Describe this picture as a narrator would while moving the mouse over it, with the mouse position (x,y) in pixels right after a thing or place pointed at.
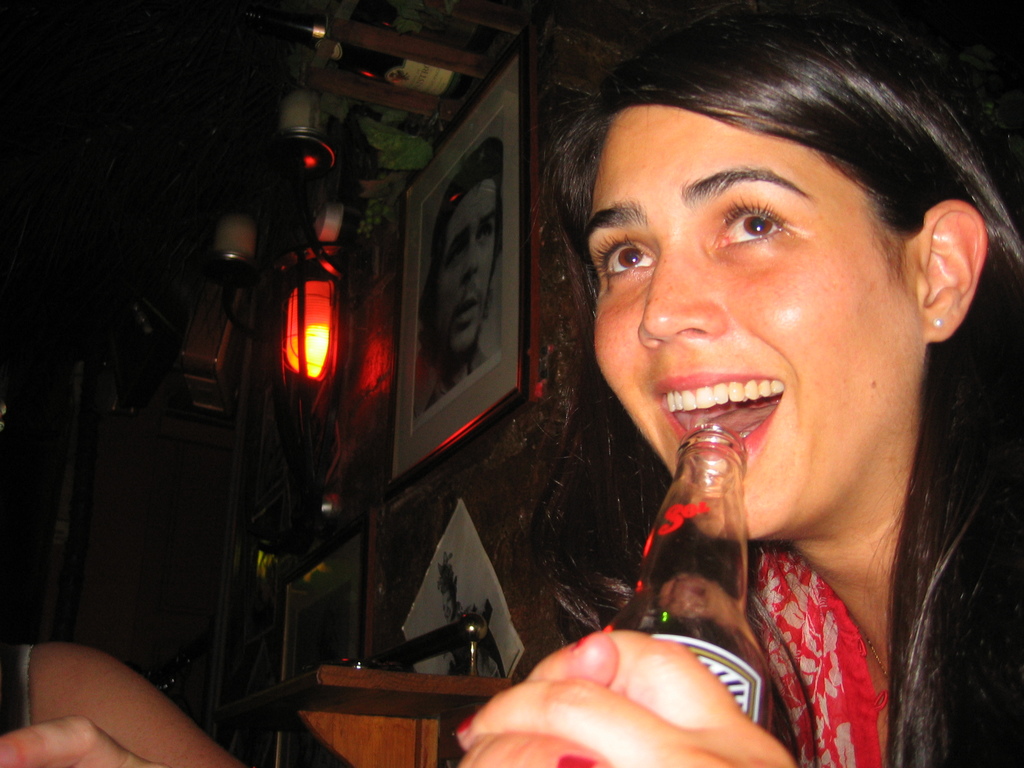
On the right side of the image (979,506) we can see a woman (802,437) holding a bottle (736,649) and smiling. The background of the image (417,475) is dark where we can see photo frames (413,401) on the wall (334,523) and lamps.
